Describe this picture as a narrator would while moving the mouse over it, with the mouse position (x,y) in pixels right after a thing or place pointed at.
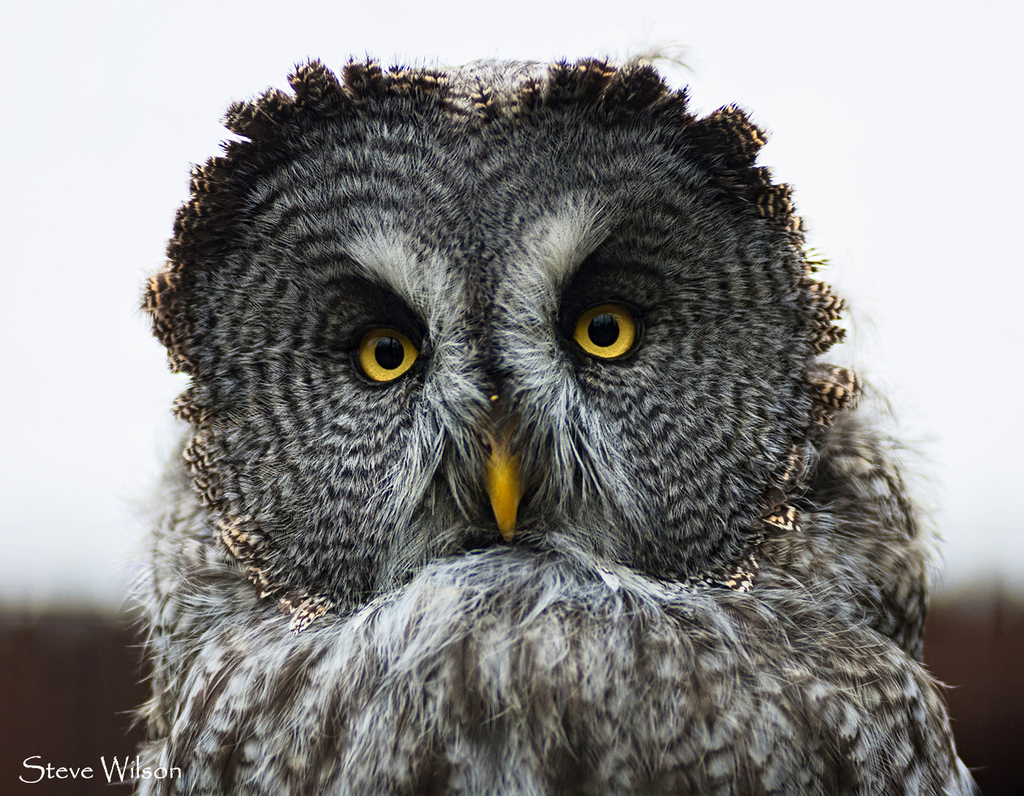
In this image I can see an owl (532,503) which is white, black, brown and yellow in color. I can see the blurry background (64,428) which is white and black in color.
